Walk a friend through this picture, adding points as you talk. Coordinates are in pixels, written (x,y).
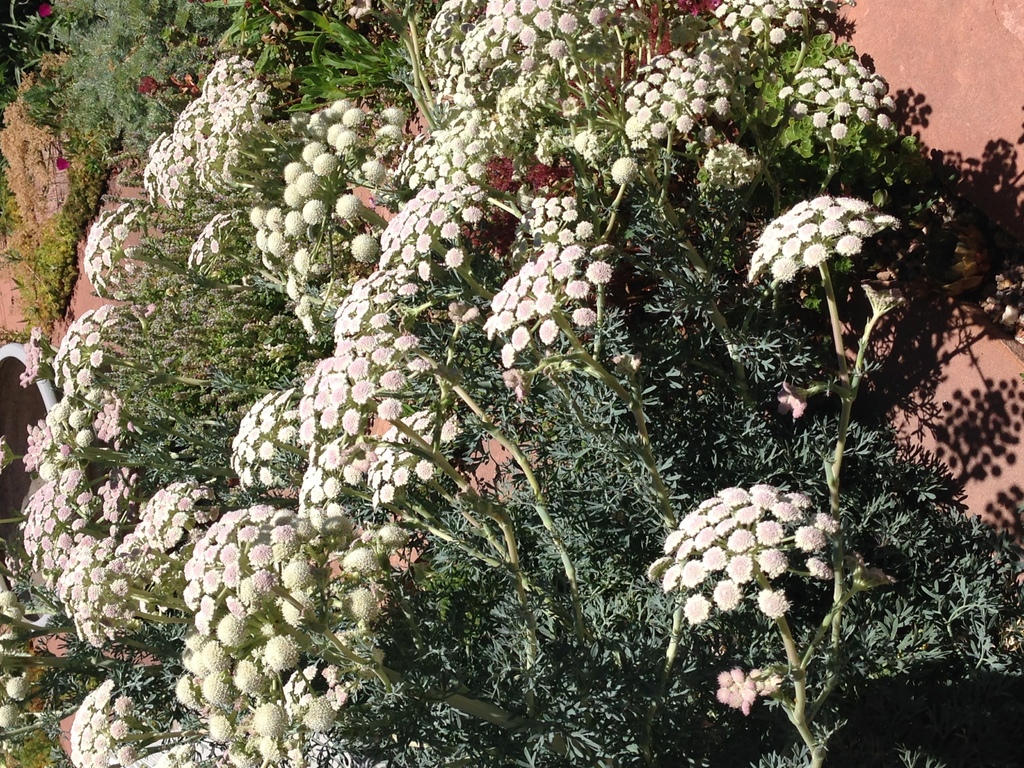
In this image I can see flowers (822,232). There are plants (776,321) and there is a wall (986,389).
